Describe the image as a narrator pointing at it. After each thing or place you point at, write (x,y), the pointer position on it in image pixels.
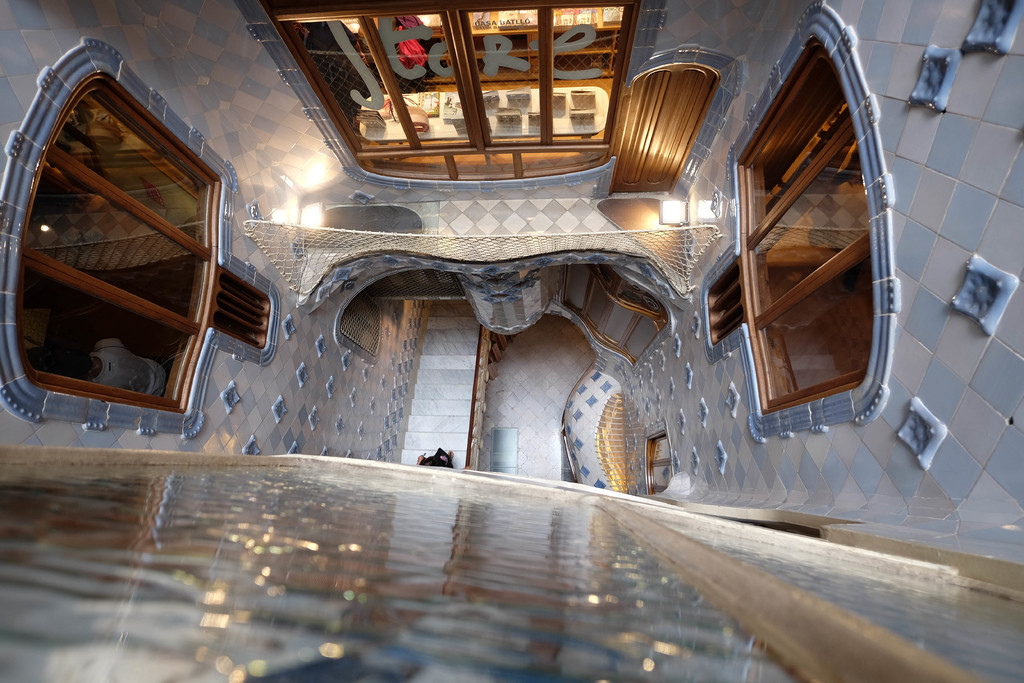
In this image we can see an interior of the house (583,395). There are staircases (438,393) in the image. There is a door (678,135) and few glass windows (141,269) in the image.
